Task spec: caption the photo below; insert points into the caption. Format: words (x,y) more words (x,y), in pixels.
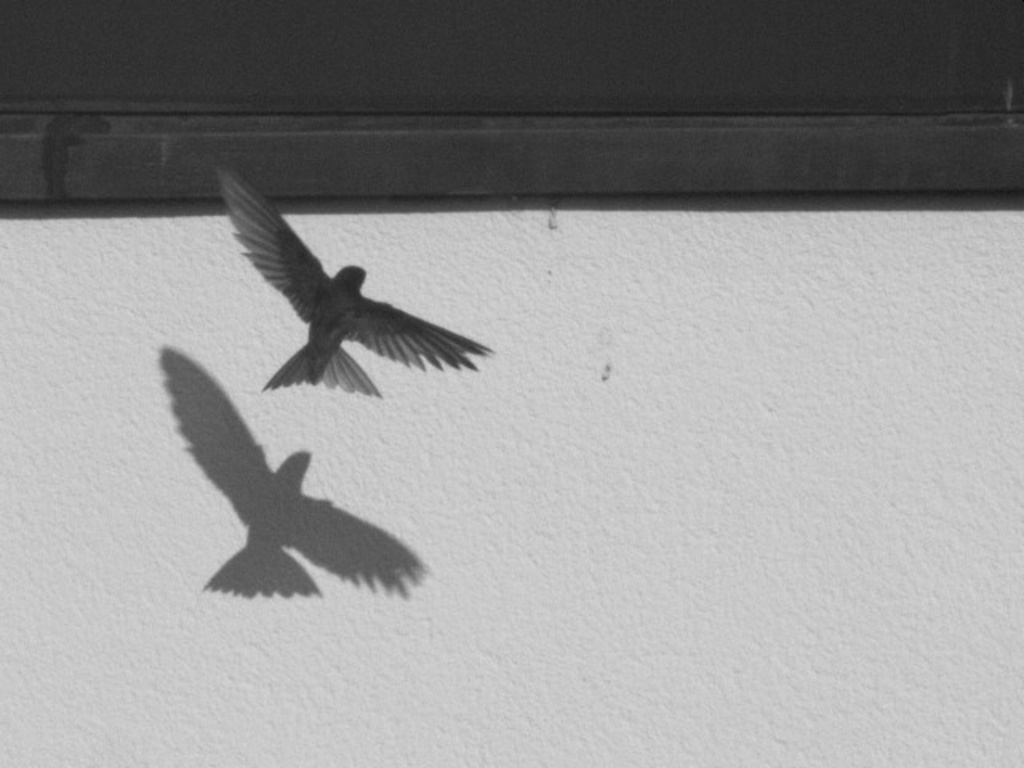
In this image there is a bird (300,270) flying in the air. Behind the bird (338,359) there is a shadow (256,558) of the bird (304,351) on the wall (435,582). Above the wall (446,575) there is a wooden wall (647,148).
